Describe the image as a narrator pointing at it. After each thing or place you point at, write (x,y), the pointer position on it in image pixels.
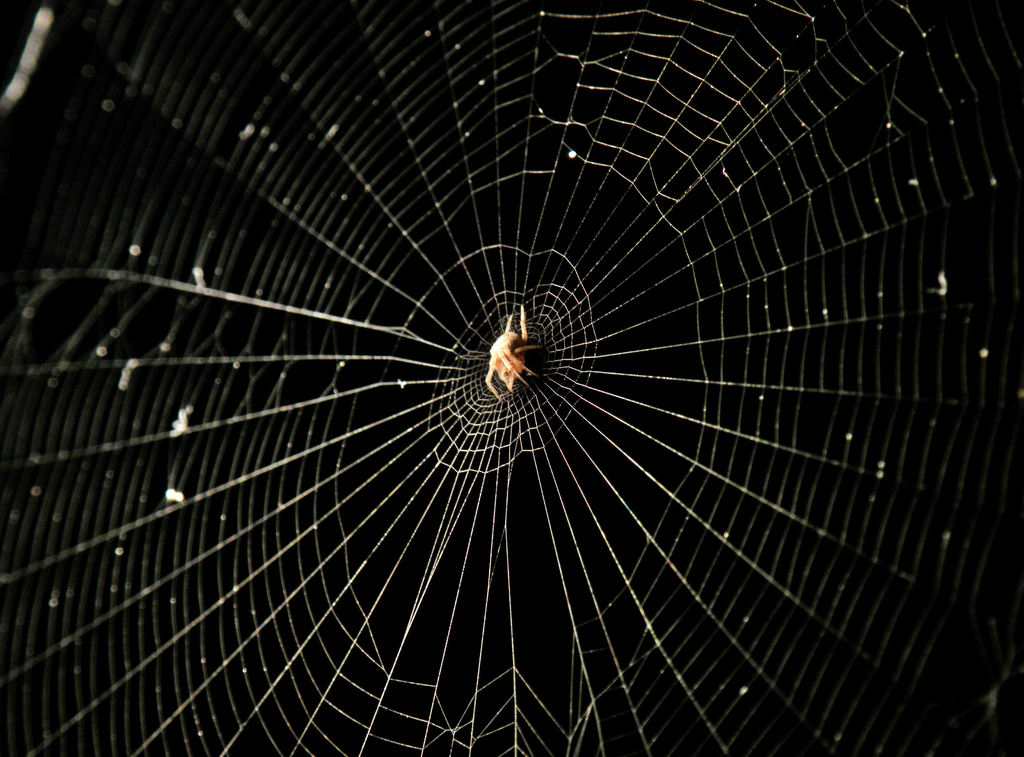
In this image I can see the spider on the web (309,309). And there is a black background (973,393).
